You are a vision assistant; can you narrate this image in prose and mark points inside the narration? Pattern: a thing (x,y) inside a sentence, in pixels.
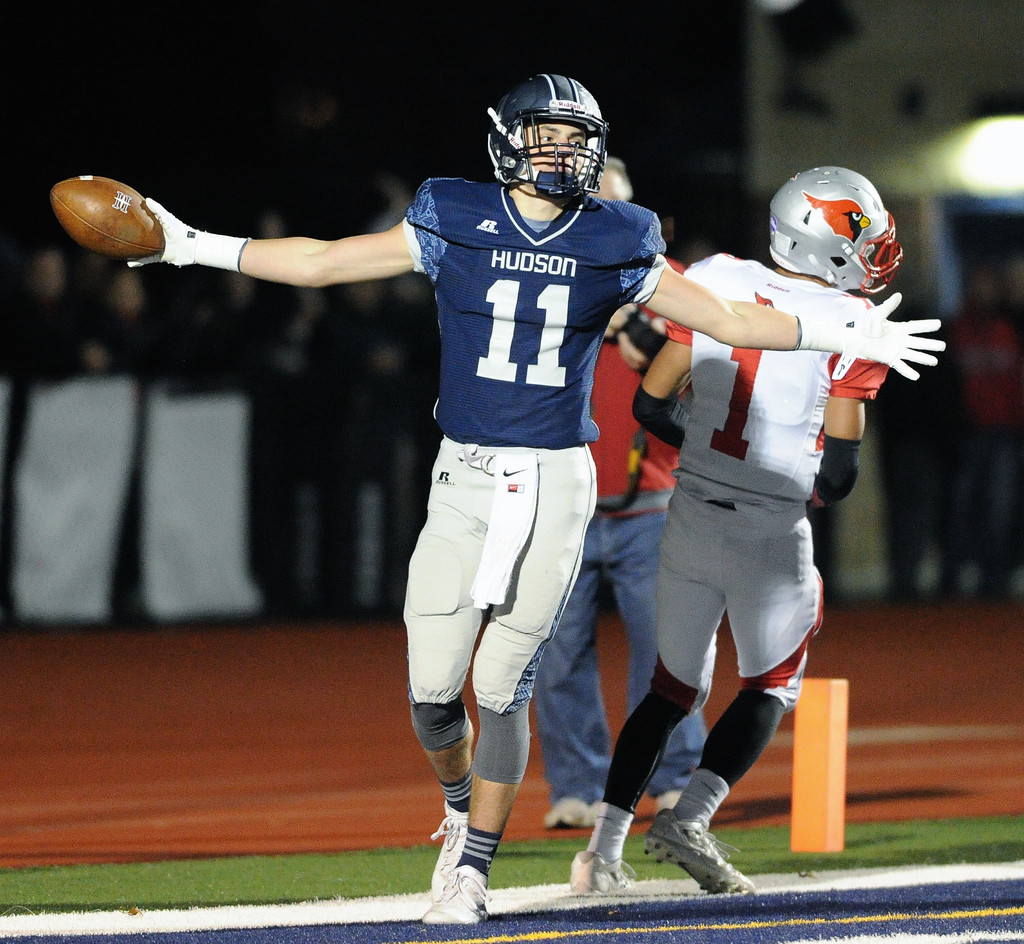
In front of the picture, the man (498,327) in blue T-shirt (482,377) who is wearing a black helmet (539,94) is holding a football (141,229) in his hand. Beside him, we see the man (716,409) in white T-shirt (723,461) is running. Behind him, we see a man (621,444) in red T-shirt (612,486) and blue jeans (565,727) is standing. Beside them, we see a small orange pylon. In the background (220,436), we see people (201,375) holding white color banners (202,495) in their hands (83,357) and they are standing. On the right side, we see the light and people (926,532) are standing. In the background (651,90), it is black in color. This picture might be clicked in the football field (371,855).
